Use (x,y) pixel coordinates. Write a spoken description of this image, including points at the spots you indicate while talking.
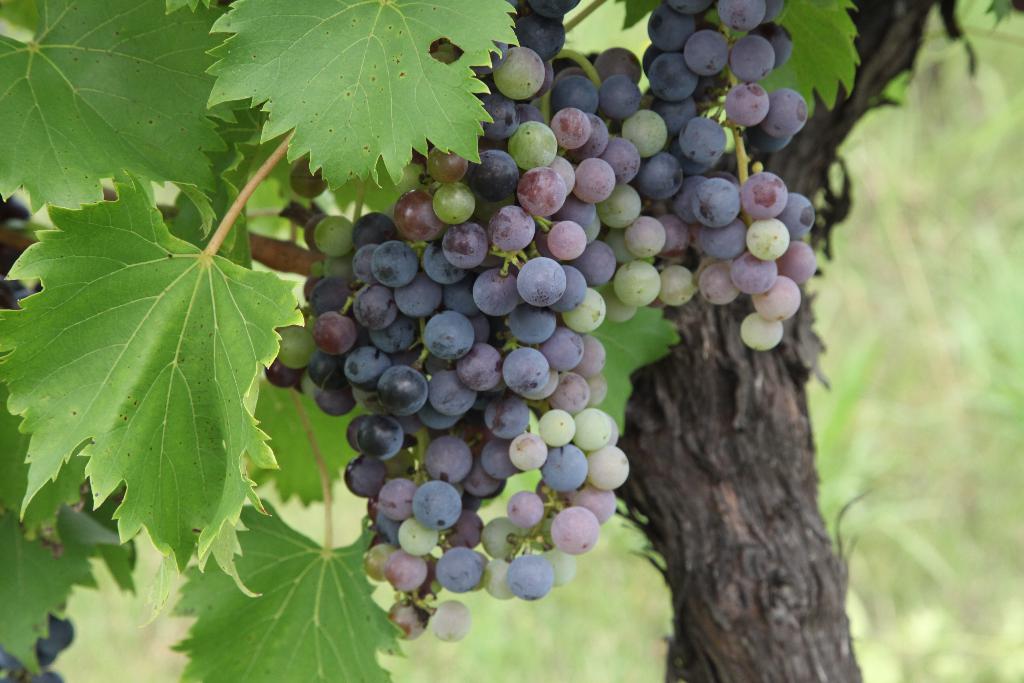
In this picture, I can see bunch of grapes (665,239) to the tree (715,481) and the grapes (497,460) are black in color and few plants (867,264) on the back (882,262).
